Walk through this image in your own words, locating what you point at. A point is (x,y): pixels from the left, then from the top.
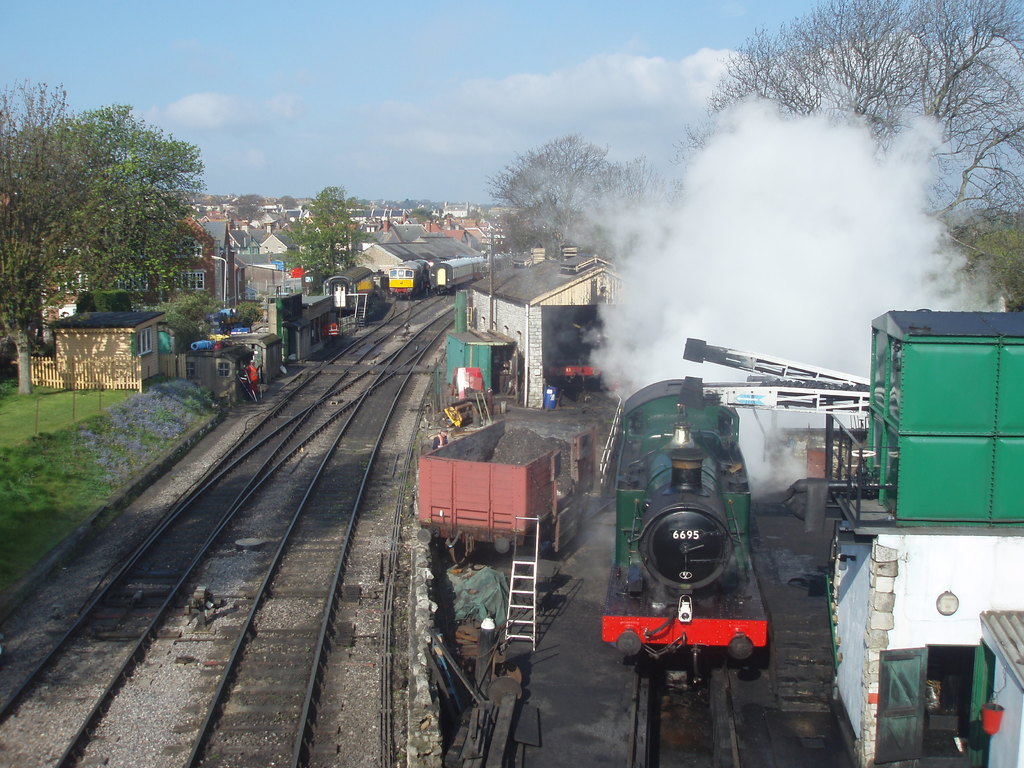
In this image there is a steam engine (660,546) on the tracks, beside the steam engine (690,486) there are a few railway equipment (859,398), beside the steam engine (629,448) there are tracks (336,477), on the other side of the tracks (358,357) there are trees (322,243) and houses (397,251).
